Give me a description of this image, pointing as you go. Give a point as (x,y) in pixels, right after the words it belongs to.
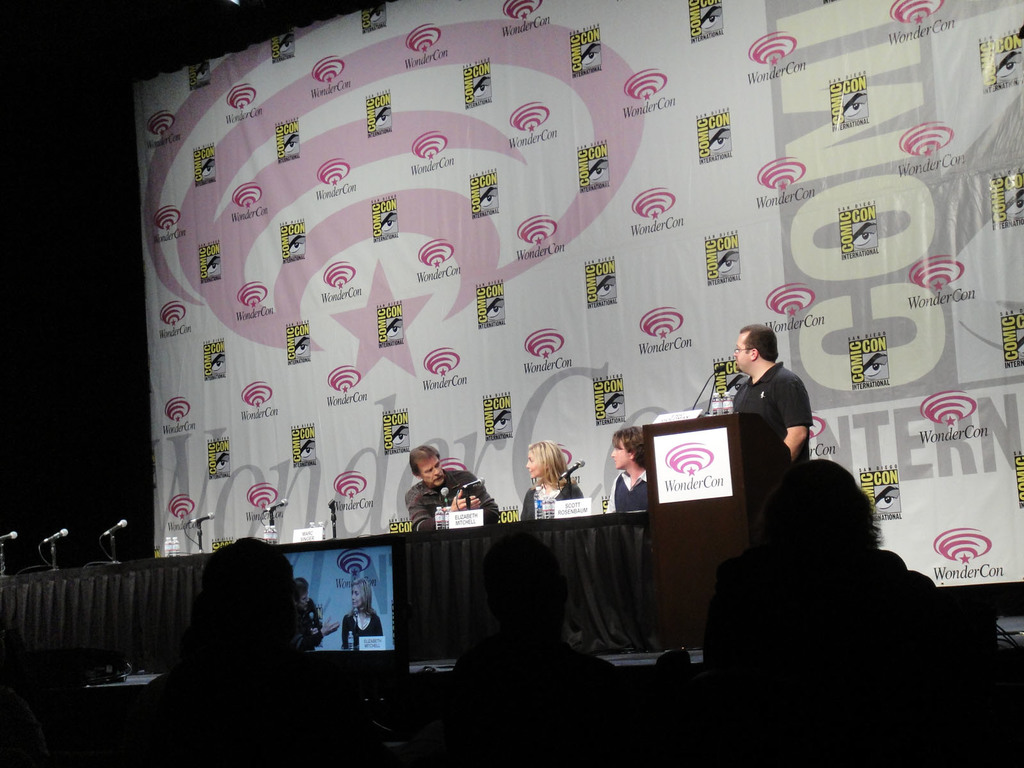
In this image there are people (814,705) sitting on chairs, in front of them there is a stage (49,695), on that stage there is a table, on that table (464,554) there is a cloth (462,549), mike's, boards (572,503) and bottles (535,520), behind the table (582,522) there are people (533,483) sitting on chairs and a person (802,403) standing near a podium (679,469), behind the persons (420,503) there is a banner (441,29), on that banner (439,212) there is some text (533,258).
